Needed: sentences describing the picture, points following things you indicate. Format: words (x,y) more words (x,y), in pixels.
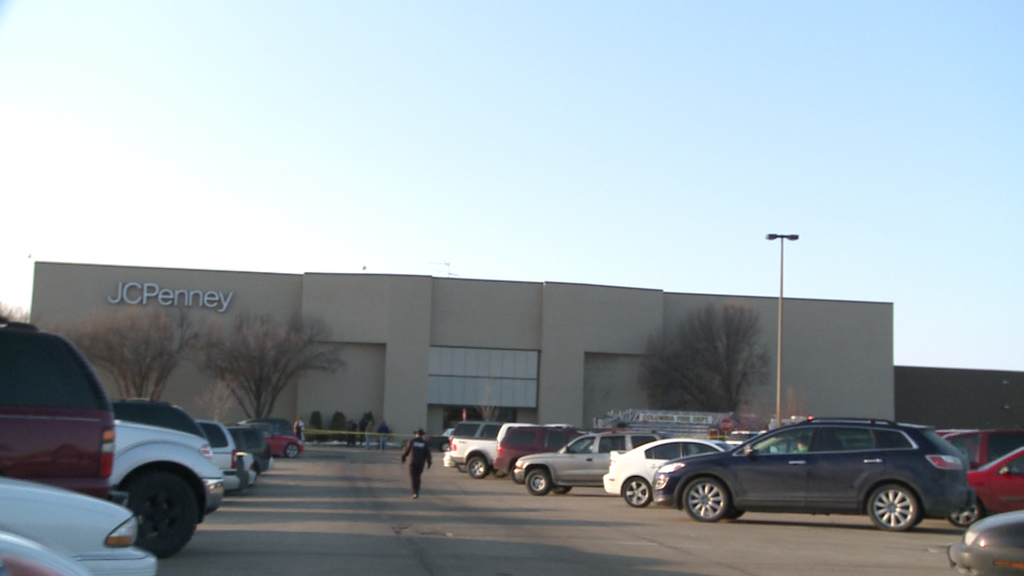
This image is clicked on the road (240,510). There are cars (196,430) parked on the road (406,521). In the center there is a path (394,521). There is a person (407,451) walking on the road (391,449). In the background (374,297) there is a building (475,297). There are trees (246,351) and hedges (342,416) in front of the building (877,327). There is a street light pole (781,307) in the image. At the top (361,117) there is the sky (361,117).
